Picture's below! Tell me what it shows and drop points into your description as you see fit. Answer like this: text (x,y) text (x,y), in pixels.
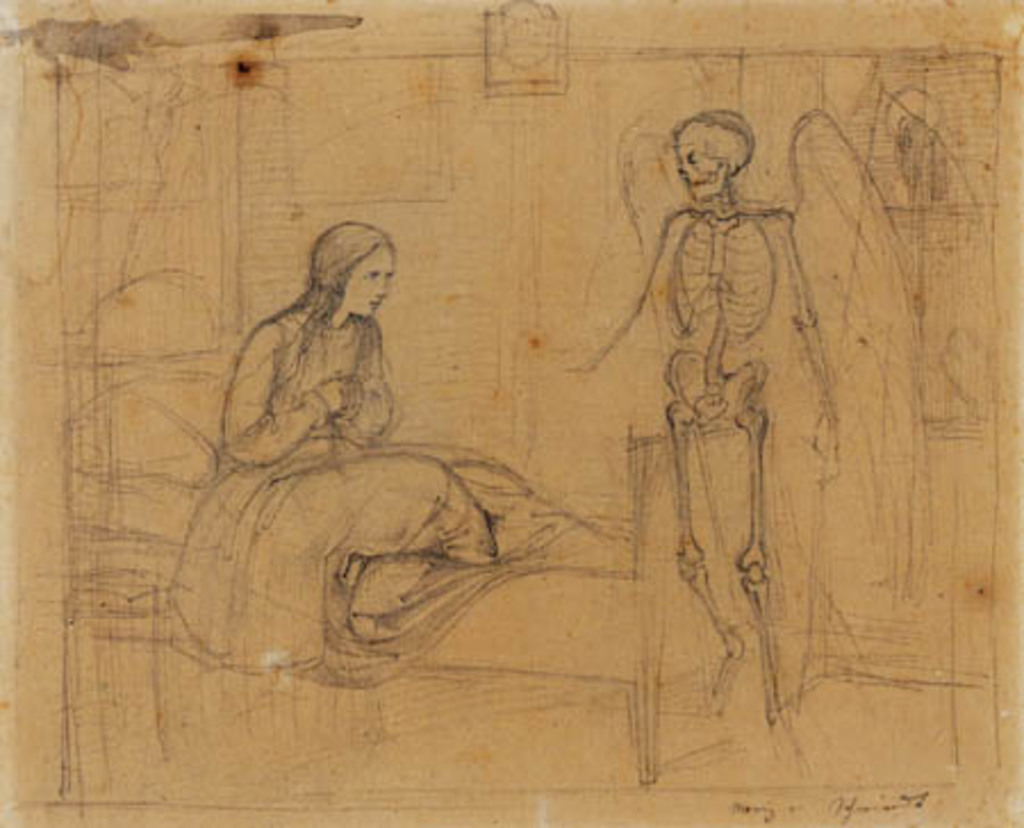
This is a drawing. On that there is a cot (560,621) and a lady (390,394) is sitting on that. Near to that there is a skeleton (688,314).
